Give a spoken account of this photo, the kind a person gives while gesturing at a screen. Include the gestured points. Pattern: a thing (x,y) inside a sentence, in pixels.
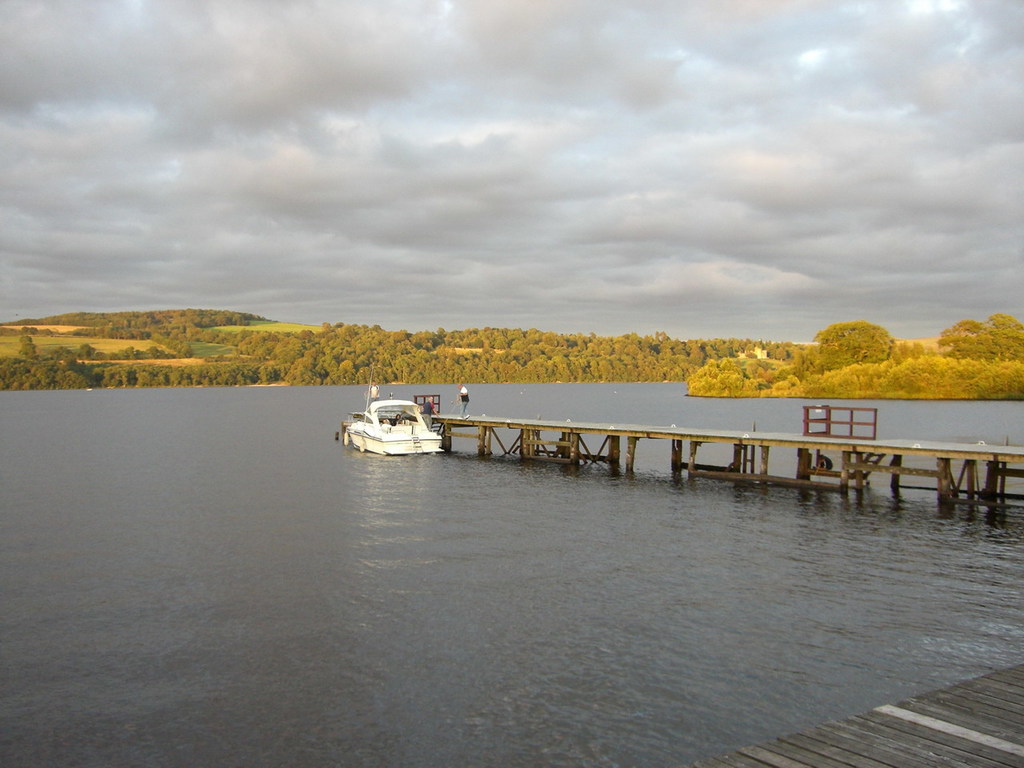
In this image there is a boat (380,448) on a lake (339,474), in the middle (659,426) there is a bridge (869,410), in the background (180,370) there are trees (528,336) and the sky (654,180).
